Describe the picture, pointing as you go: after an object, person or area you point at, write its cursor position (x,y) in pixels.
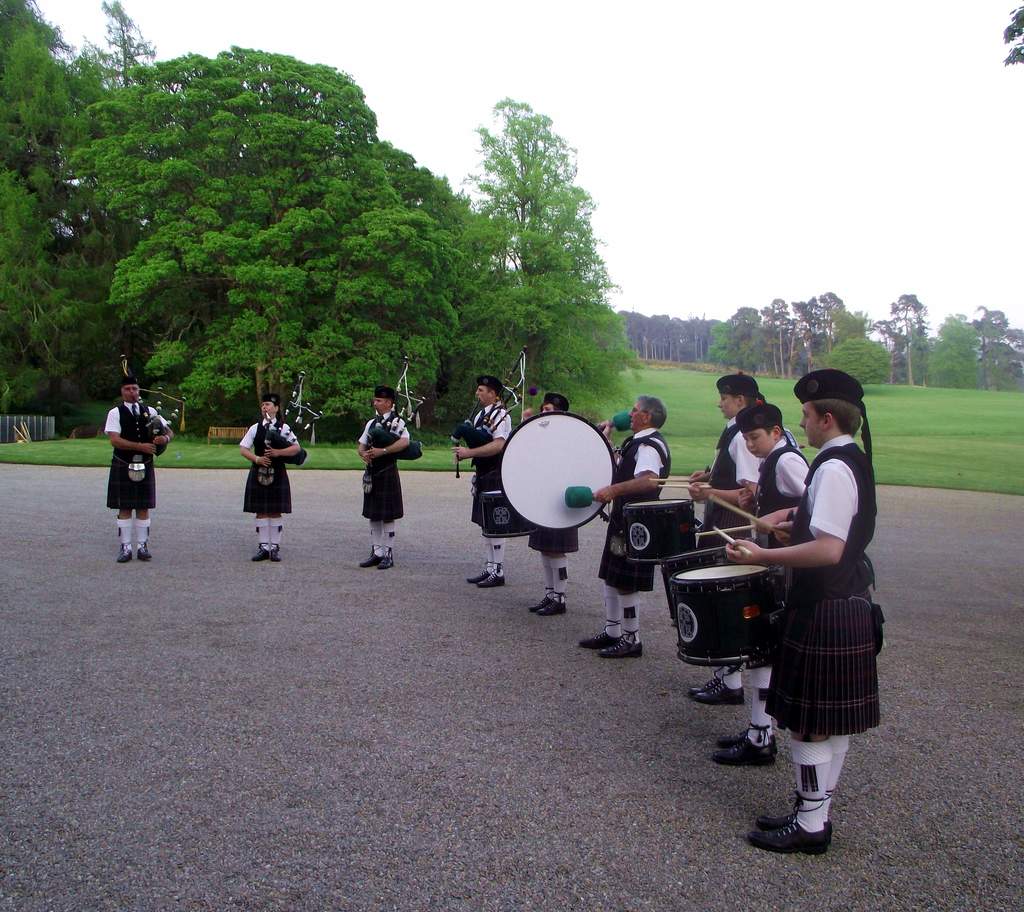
In the foreground of this image (786,603), there are people (142,432) standing and few (825,589) are playing drums (563,470) and few (131,409) are playing bagpipes (309,412) and they are standing on the road (353,724). In the background (464,329), there are trees (925,356), grassland (958,409) and the sky (730,124).
